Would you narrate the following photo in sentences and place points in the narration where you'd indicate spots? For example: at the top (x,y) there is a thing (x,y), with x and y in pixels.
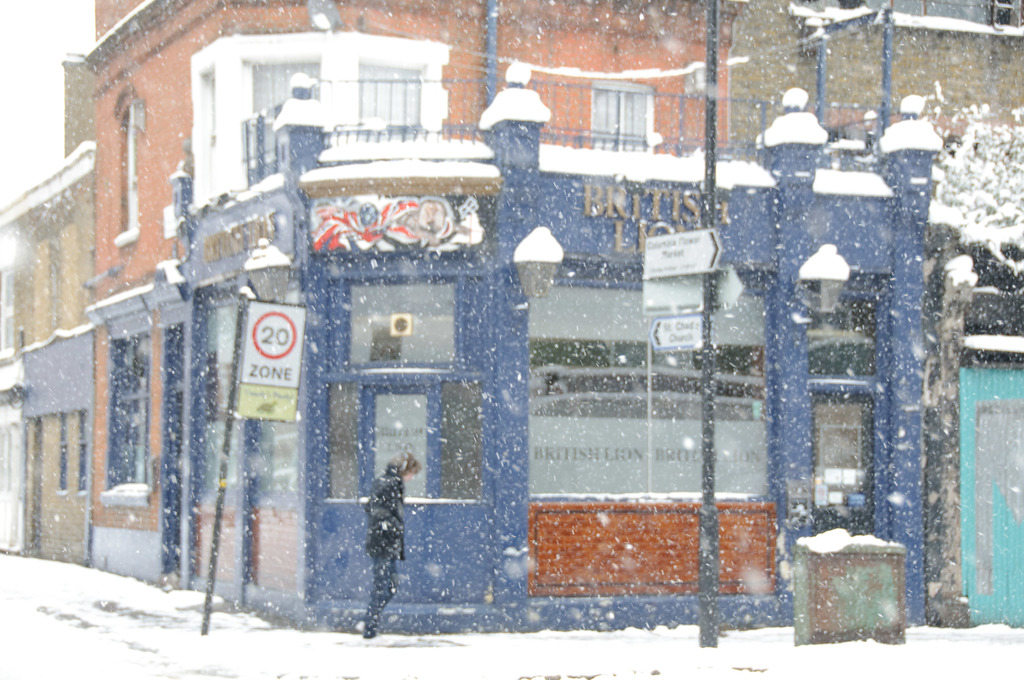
In this picture we can see some buildings (495,374), one woman (389,511) is walking on the snow (226,626) in front of the building (226,555), the side we can see some sign boards (259,309).
